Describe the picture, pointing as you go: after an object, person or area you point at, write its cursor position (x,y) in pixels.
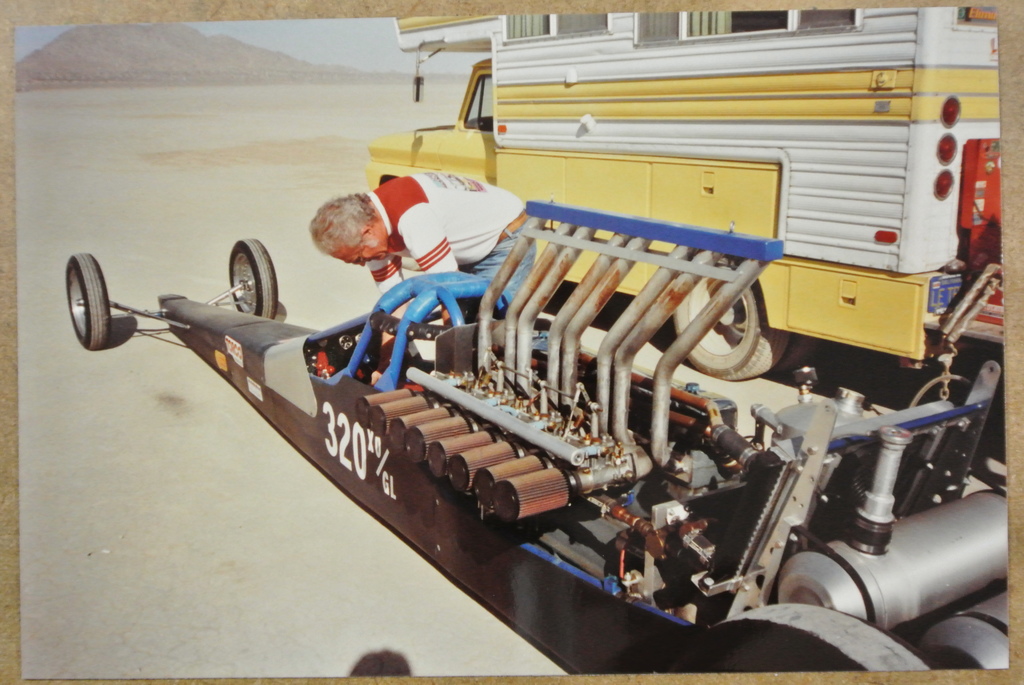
In the foreground of the picture (360,336) there is a machine (246,323) looking like a car (689,459). In the center of the picture (420,241) there is a person (429,243). At the top (767,101) it is van (603,132). In the background (127,61) there is a hill (152,55).
